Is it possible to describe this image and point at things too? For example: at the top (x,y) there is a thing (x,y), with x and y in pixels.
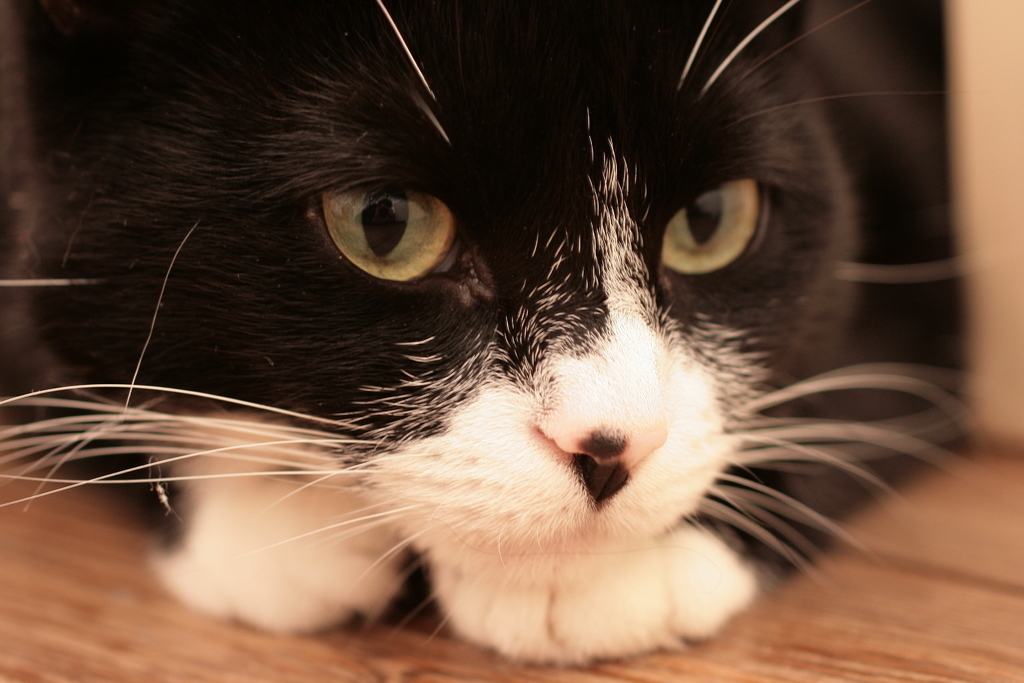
The picture consists of a black and white colored cat (495,526) on a wooden surface (793,637).
